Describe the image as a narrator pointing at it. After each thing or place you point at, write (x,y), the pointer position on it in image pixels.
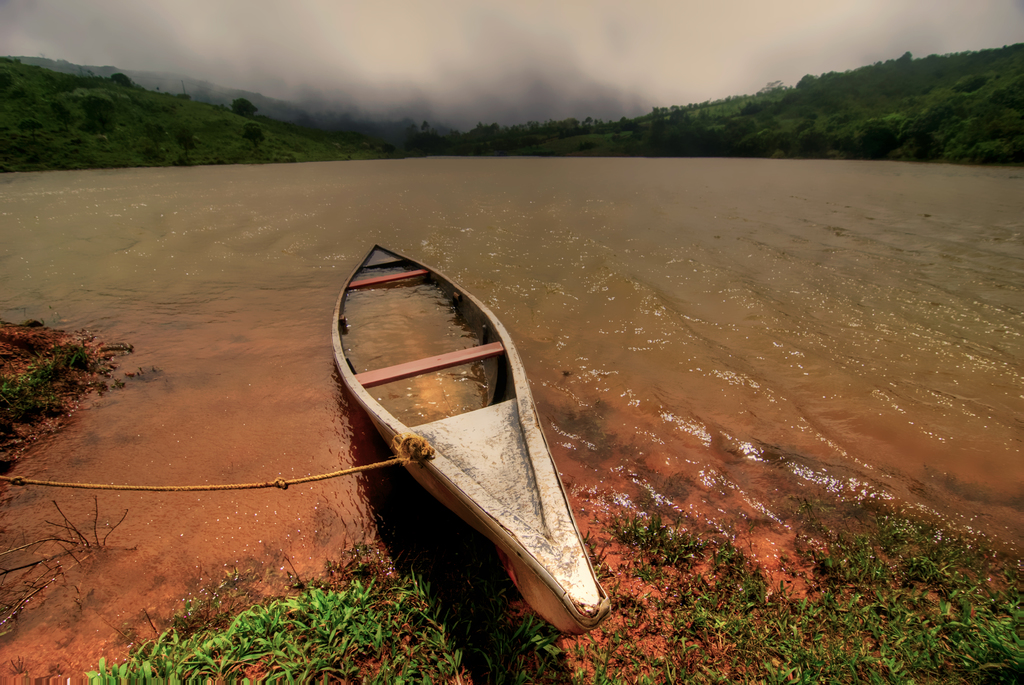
In this image there is a lake (633,273) and we can see a boat (550,564) on the lake (342,485). At the bottom (315,646) there is grass (251,656). In the background (164,132) there are hills (802,128) and sky (539,113).
